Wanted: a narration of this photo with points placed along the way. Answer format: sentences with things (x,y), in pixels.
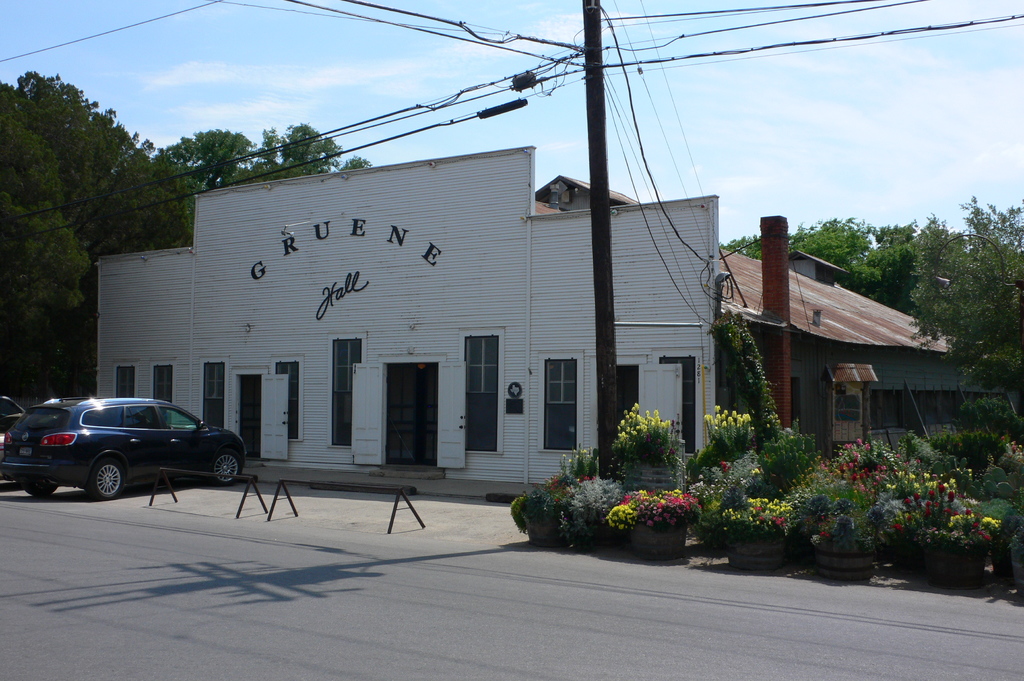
In the center of the image (534,286), we can see a shed (473,356) and in the background (173,192), there are trees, we can see a car (147,456), plants (706,490), there is a pole (589,82) along with wires (627,84). At the bottom (358,611), there is road (492,570).
